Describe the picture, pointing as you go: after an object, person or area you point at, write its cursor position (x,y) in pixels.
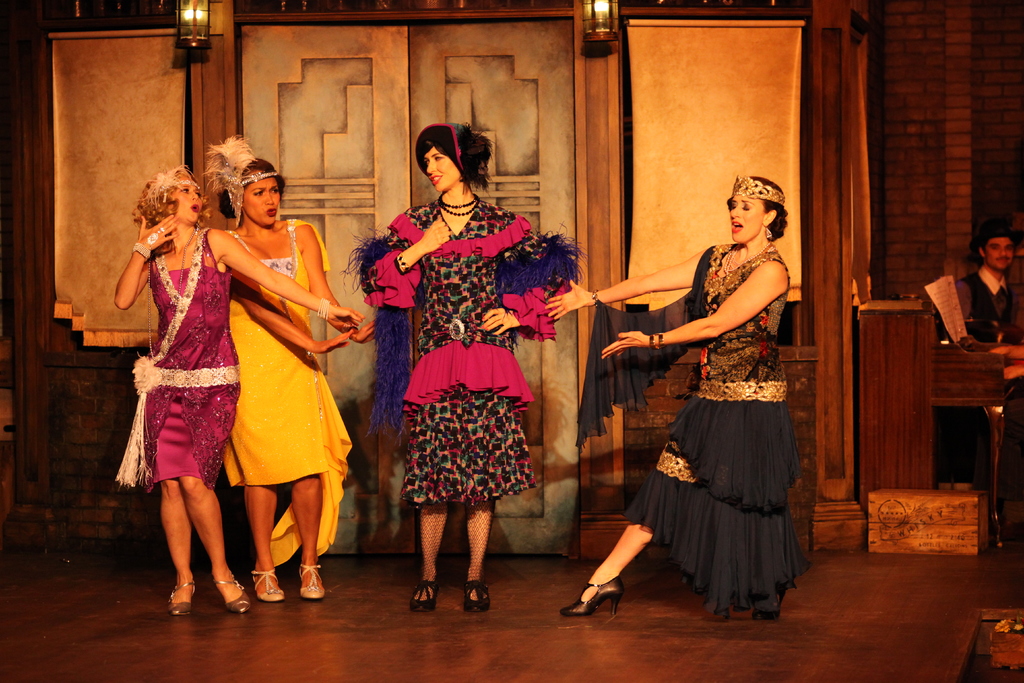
On the right side (765,481) a beautiful woman (757,470) is dancing and also singing, she wore dress (741,425), crown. In the middle (389,248) other women (287,388) are dancing, there are lights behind them.
